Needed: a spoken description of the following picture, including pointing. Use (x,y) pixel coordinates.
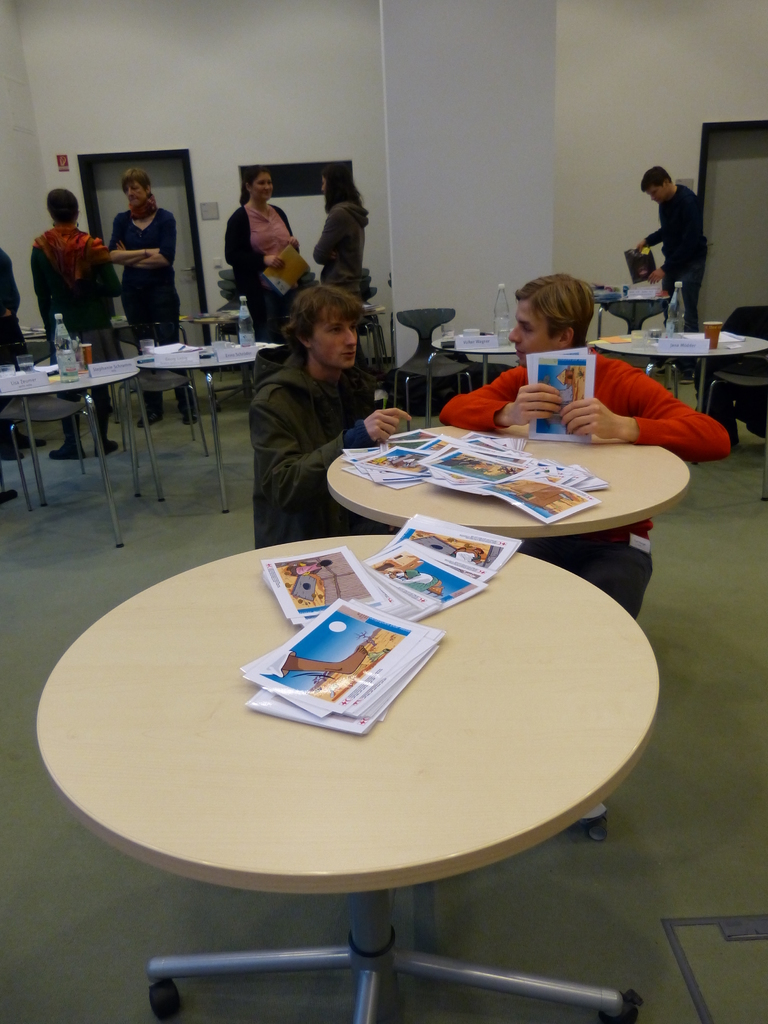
In the picture we can see two round tables (329,730) on it we can see magazines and near to it we can see two people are sitting and one man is holding some papers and behind it we can see some tables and some papers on it and behind it we can see some people (685,257) are standing near the wall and to the wall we can see a door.
